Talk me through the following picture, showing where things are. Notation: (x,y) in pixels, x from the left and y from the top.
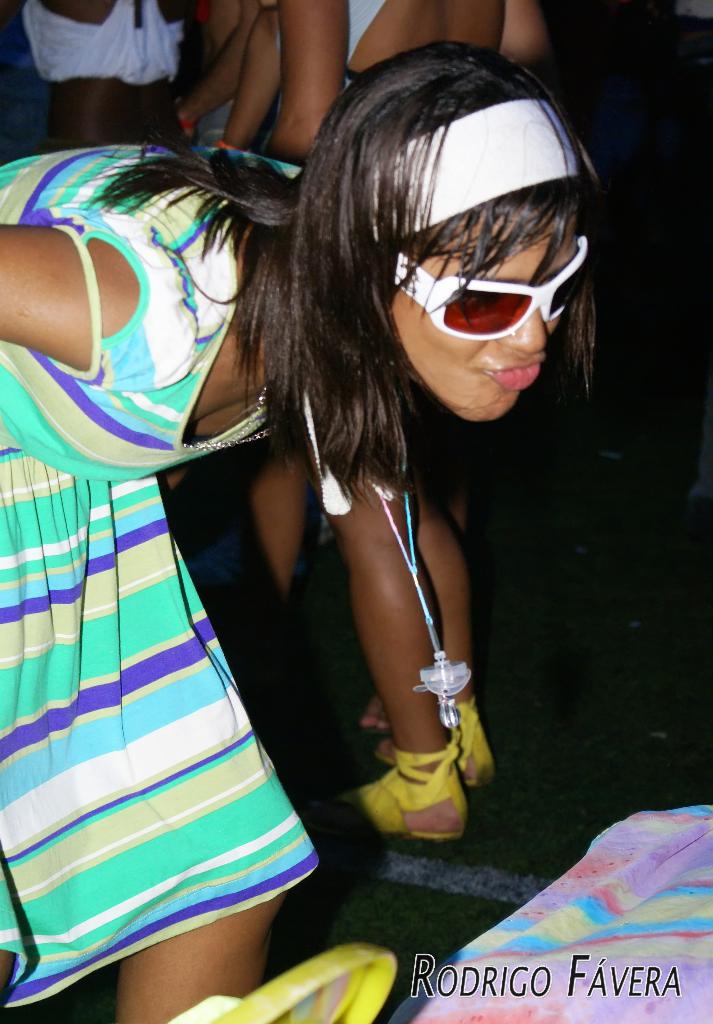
In the picture we can see a woman (172,603) wearing multi color dress (231,898), shades (452,308), head band (456,208) and bending and in the background of the picture (324,104) there are some persons (70,22) standing.
